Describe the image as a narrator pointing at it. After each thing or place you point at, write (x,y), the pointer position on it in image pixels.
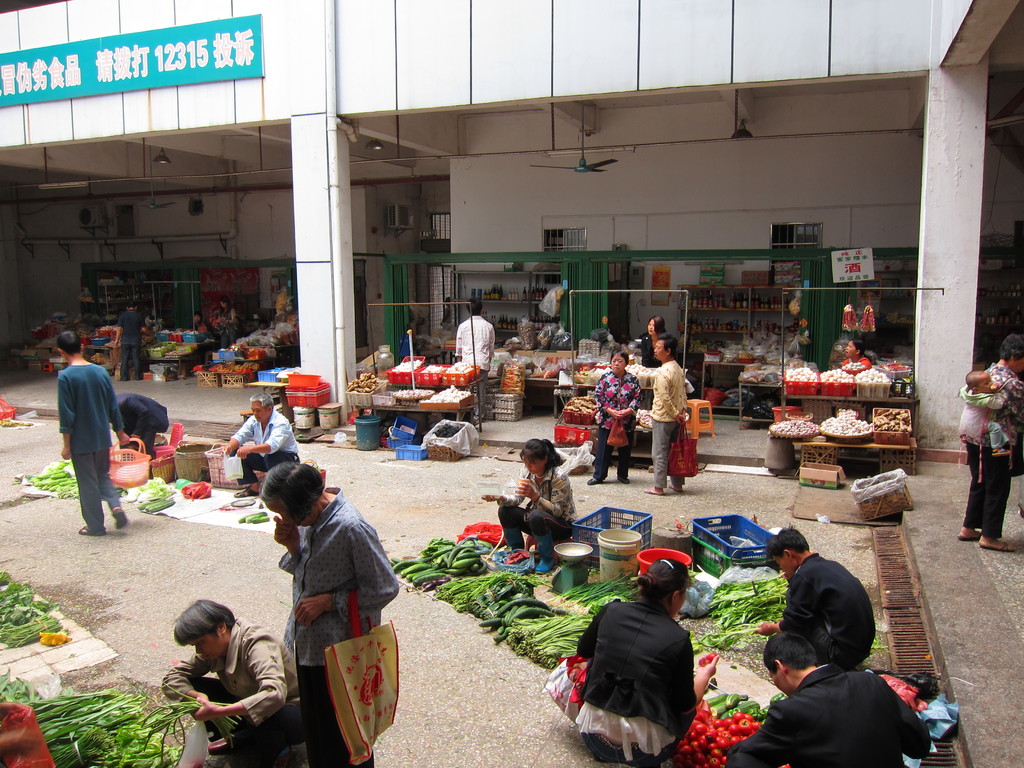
In this picture we can see a group of people (860,748) where some are sitting and some are standing on the ground (700,485), vegetables (609,583), baskets (203,383), pillars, fans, pipe (330,29) and in the background (696,172) we can see the walls (469,189).
